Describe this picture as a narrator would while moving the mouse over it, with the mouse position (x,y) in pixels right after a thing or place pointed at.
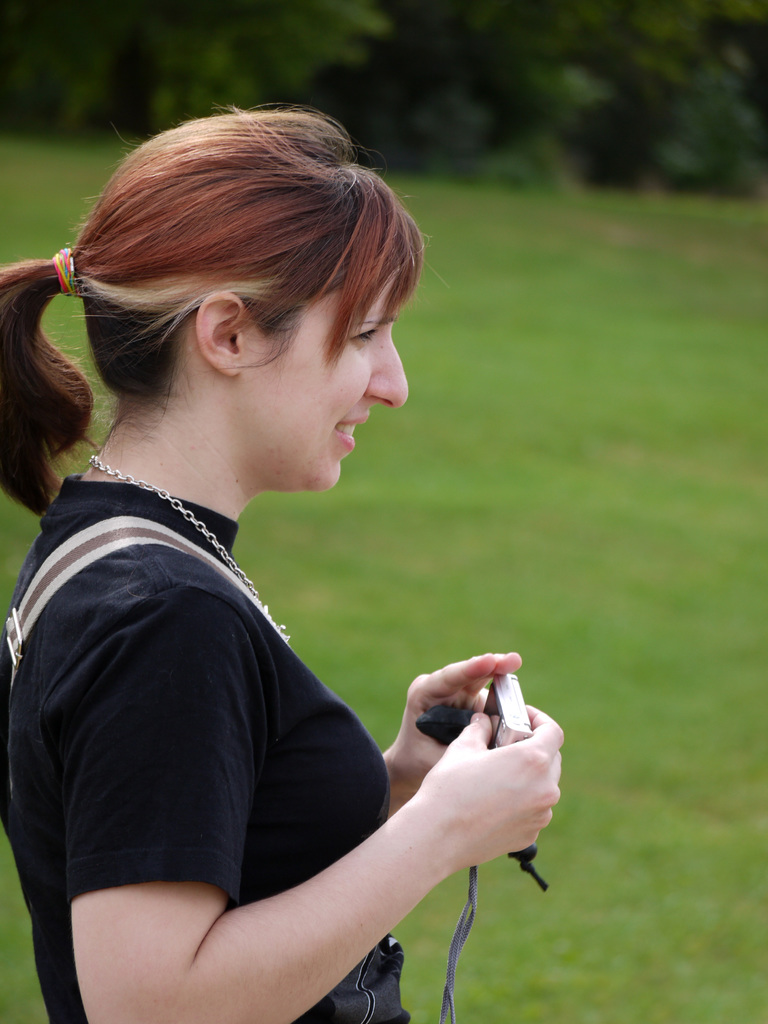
This image I can see a woman (204,621) is standing and holding some object (450,721) in hands (469,744). The woman (190,750) is wearing black color clothes (161,718). In the background (500,411) I can see the grass (542,380). The background of the image (602,361) is blurred.
